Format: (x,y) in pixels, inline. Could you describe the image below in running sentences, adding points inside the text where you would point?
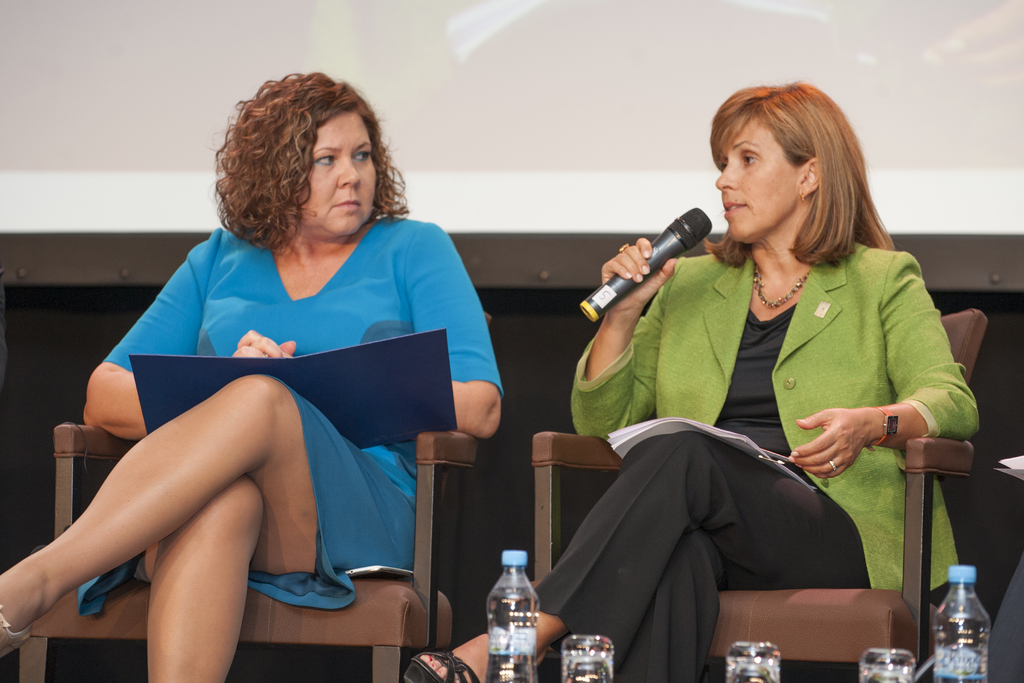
There is a woman (253,209) with curly hair (277,150) sat in chair (367,597) with file (349,376) her hand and woman (699,378) beside her wearing a green suit (706,363) talking on mic (655,273), In front of them there are water bottles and behind them there is a screen (542,92).
